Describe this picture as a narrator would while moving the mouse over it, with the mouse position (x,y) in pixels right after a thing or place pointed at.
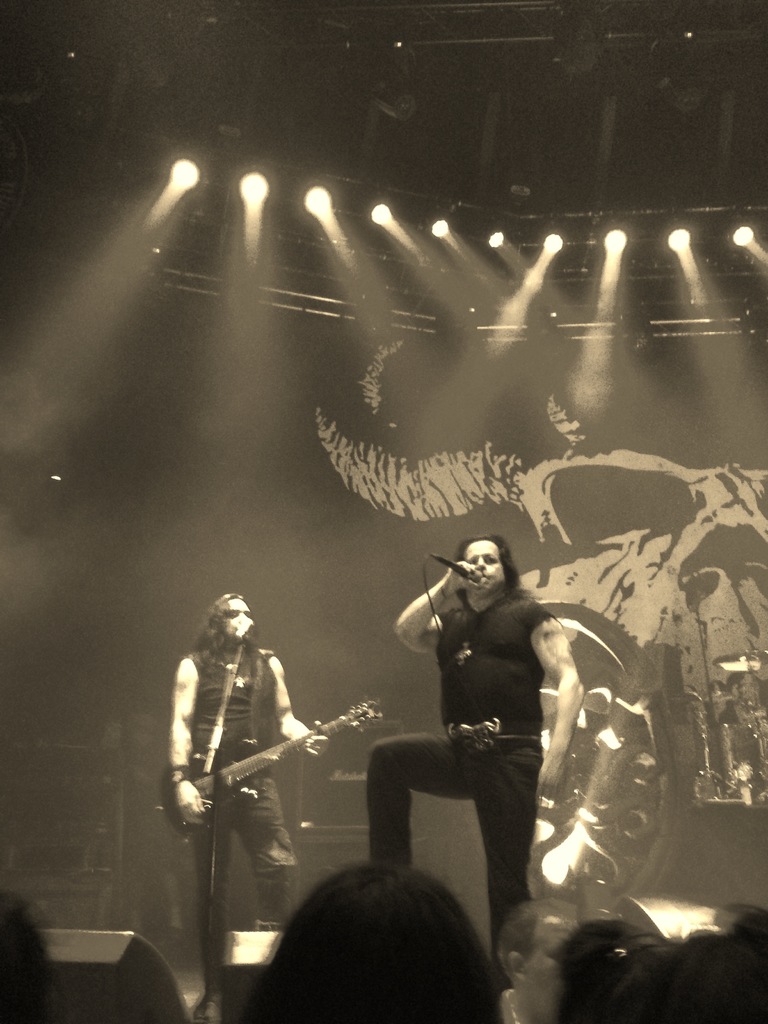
In this image there are two persons (442,664), one playing a musical instrument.
